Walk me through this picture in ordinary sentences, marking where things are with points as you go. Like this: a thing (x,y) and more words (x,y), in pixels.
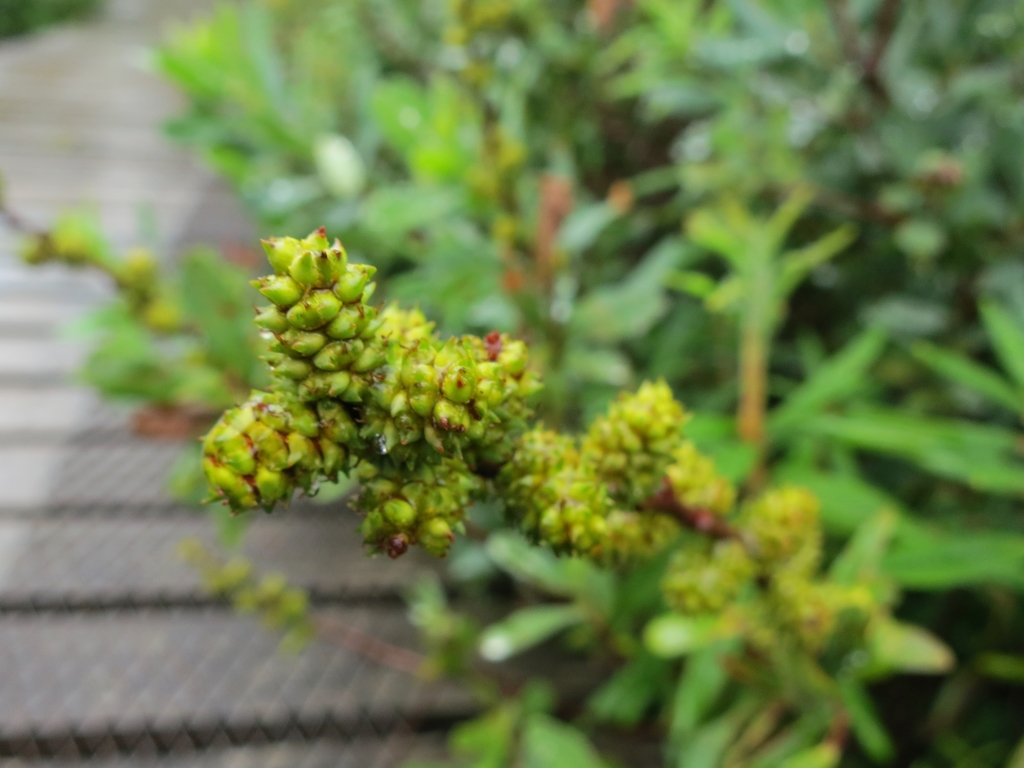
In this image we can see there are some plants (654,354).
